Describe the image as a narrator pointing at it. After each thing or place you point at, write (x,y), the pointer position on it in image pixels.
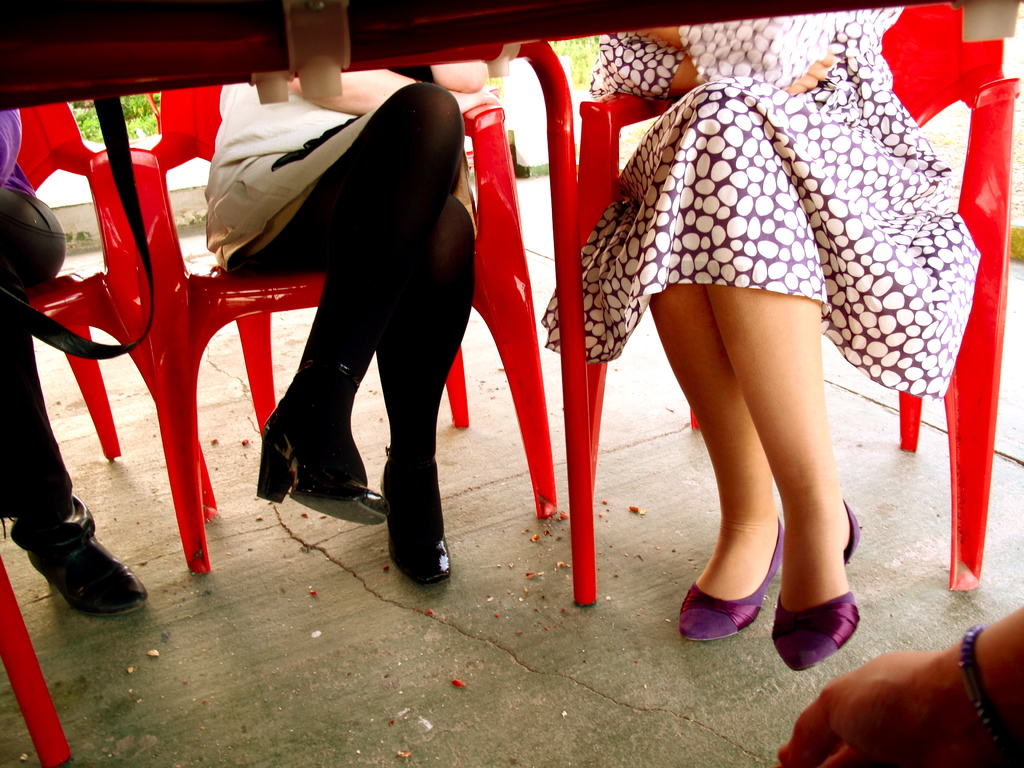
In this image I can see people (872,312) are sitting on red chairs (916,426). Far there are leaves (138,131).
